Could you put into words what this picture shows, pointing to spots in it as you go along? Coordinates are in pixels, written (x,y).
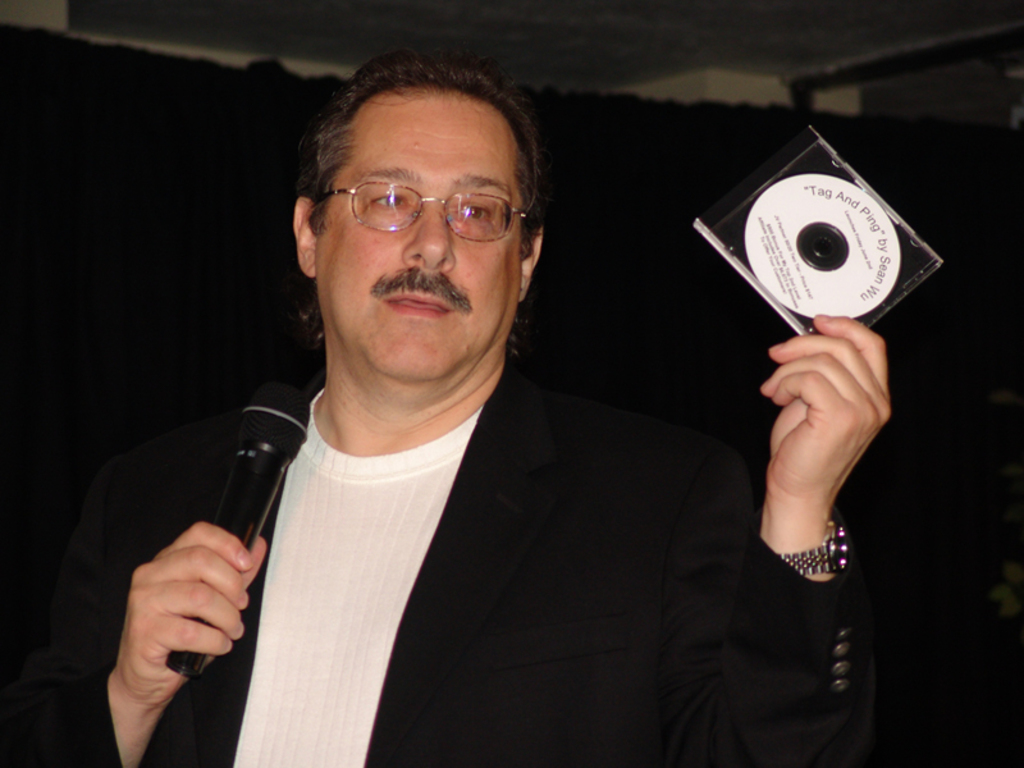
In this image, we can see a person (381,535) holding a microphone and an object (823,218). In the background (641,178), we can see the wall (728,78). We can also see the roof (701,5).
